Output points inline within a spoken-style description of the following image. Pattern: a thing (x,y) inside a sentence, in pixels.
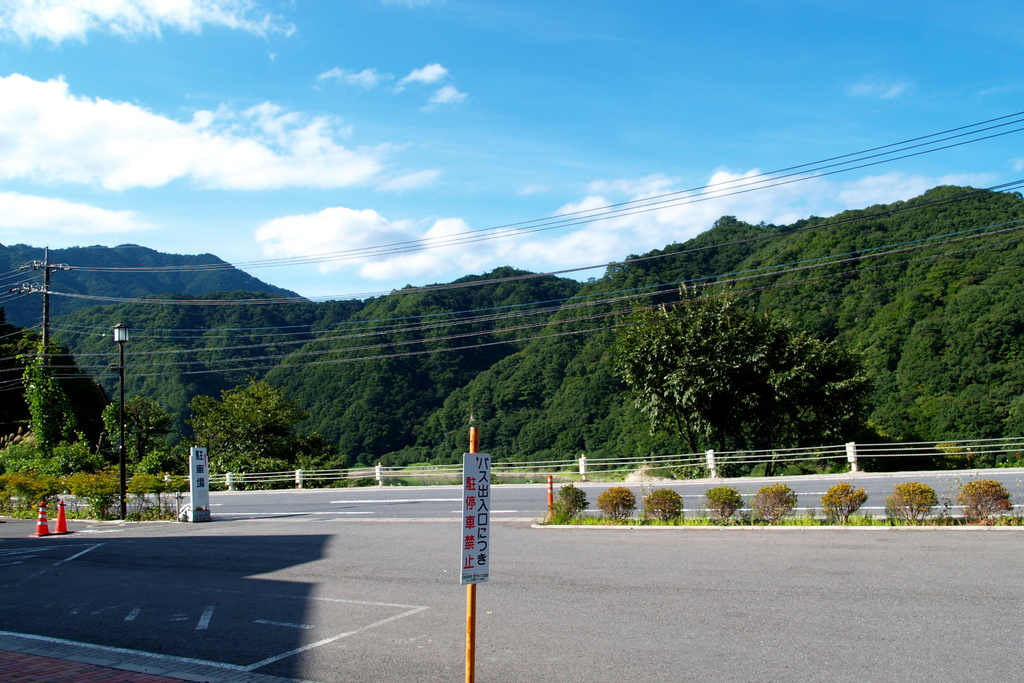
As we can see in the image there is a sign board (469,533), traffic cones (57,520), plants (103,483), trees (135,449), hills (545,431), street lamp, current pole (28,289), sky (2,39) and clouds (118,112).
